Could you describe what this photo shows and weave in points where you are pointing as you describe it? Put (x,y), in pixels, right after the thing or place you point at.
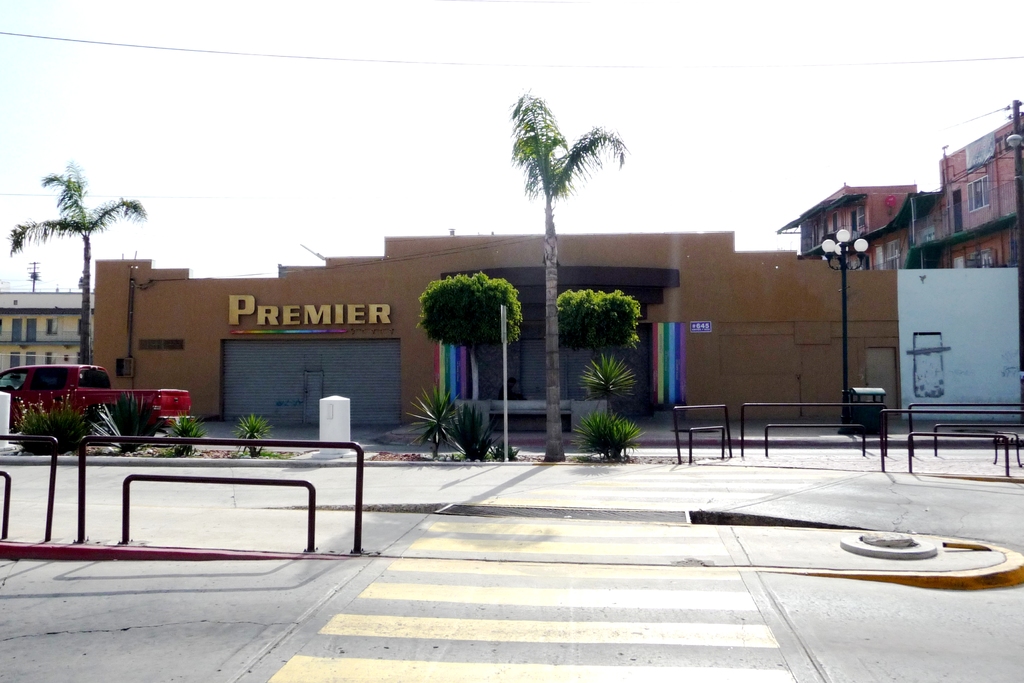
In the center of the image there is road (50,592). There are barrier gates (882,403). In the background of the image (678,371) there is building (540,382). There are trees (88,355). There is a vehicle (9,385) on the road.
